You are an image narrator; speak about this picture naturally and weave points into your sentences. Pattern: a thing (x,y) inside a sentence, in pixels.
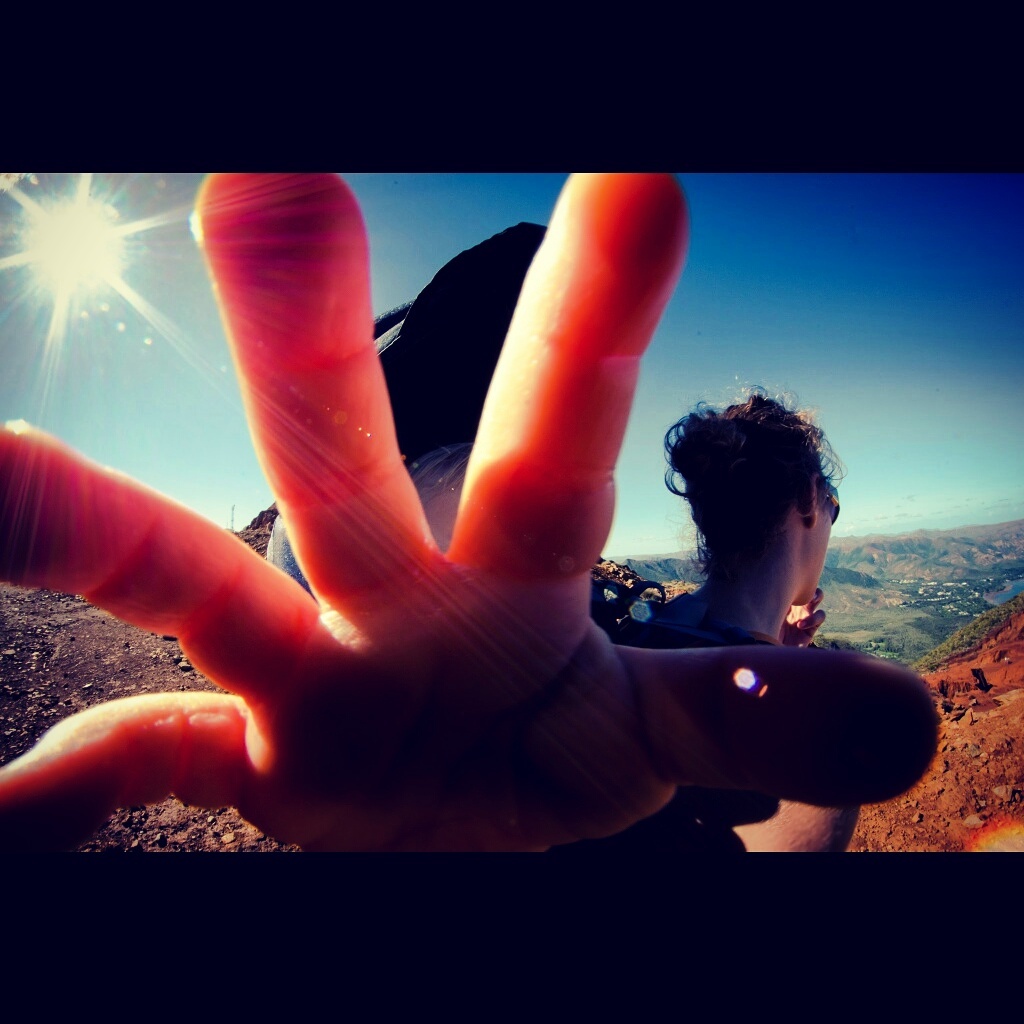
In this image we can see a lady person's hand (511,538) and in the background of the image (928,552) there are some mountains (926,553) and top of the image (192,310) there is clear sky (230,464).
